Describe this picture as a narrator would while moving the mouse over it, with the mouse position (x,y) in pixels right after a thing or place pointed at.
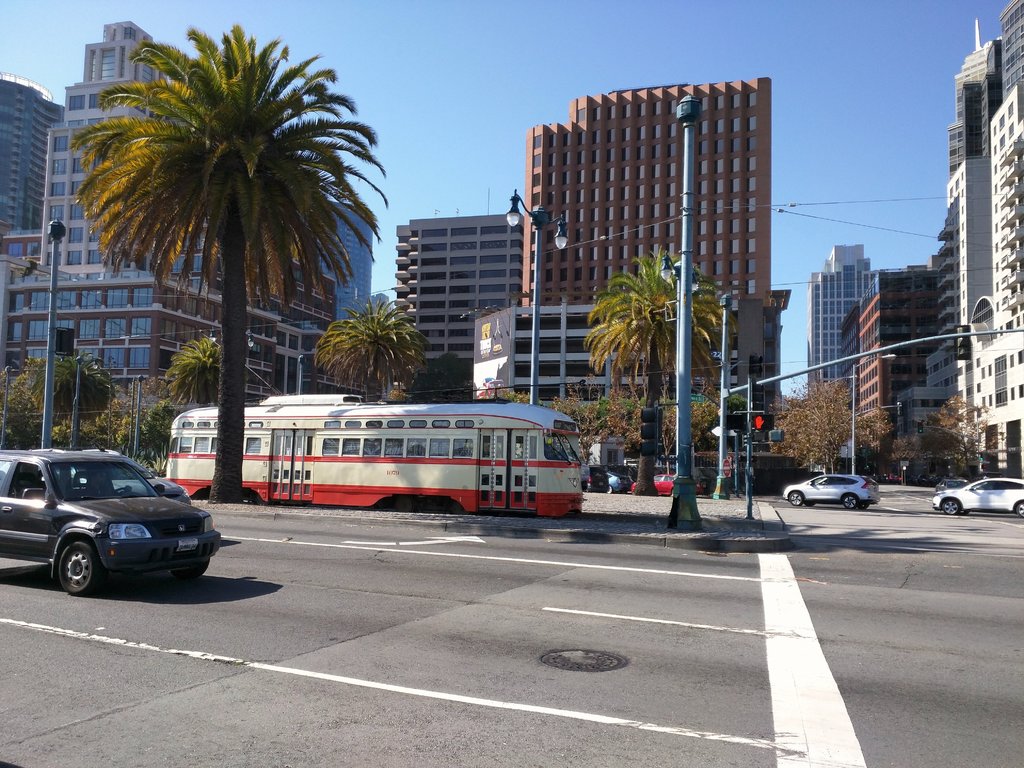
This is a street view. I can see buildings (552,235), trees (226,309), light poles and other poles (750,422) in the center of the image (649,358). At the bottom of the image (553,548) I can see the road (470,691) with some cars (176,496) and other vehicles (491,461). At the top of the image (506,36) I can see the sky (563,45).
